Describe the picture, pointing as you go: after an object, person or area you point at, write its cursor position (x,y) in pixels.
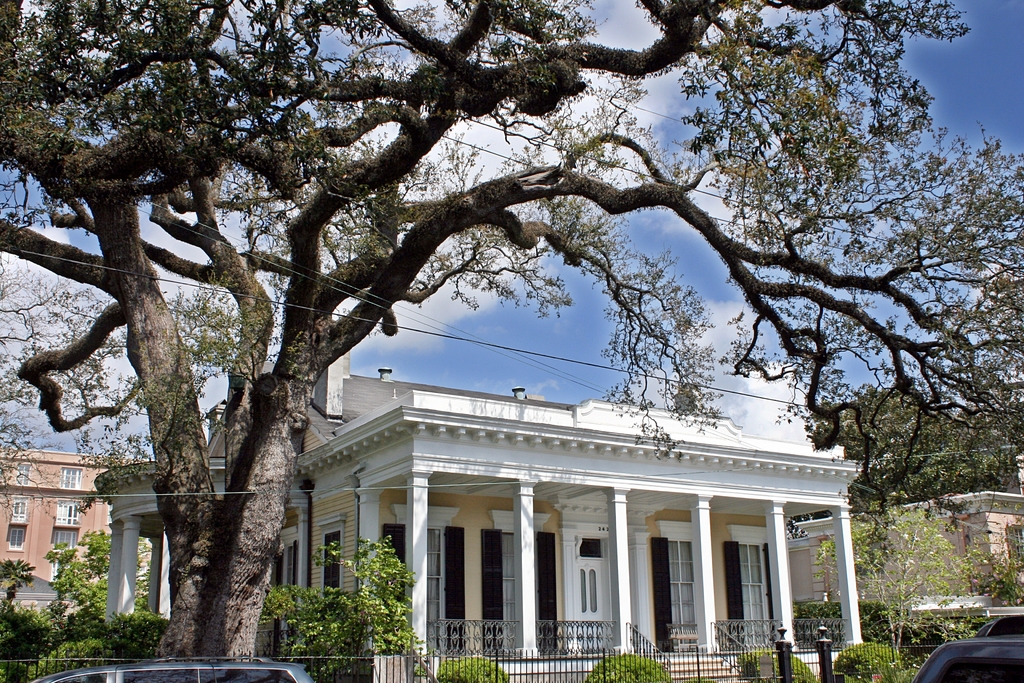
In this image we can see a few buildings (494,533) and vehicles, there are some plants (799,669), trees (849,167), windows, poles (826,654), pillars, wires (506,346) and fence (826,640), in the background (337,310) we can see the sky (782,218).
